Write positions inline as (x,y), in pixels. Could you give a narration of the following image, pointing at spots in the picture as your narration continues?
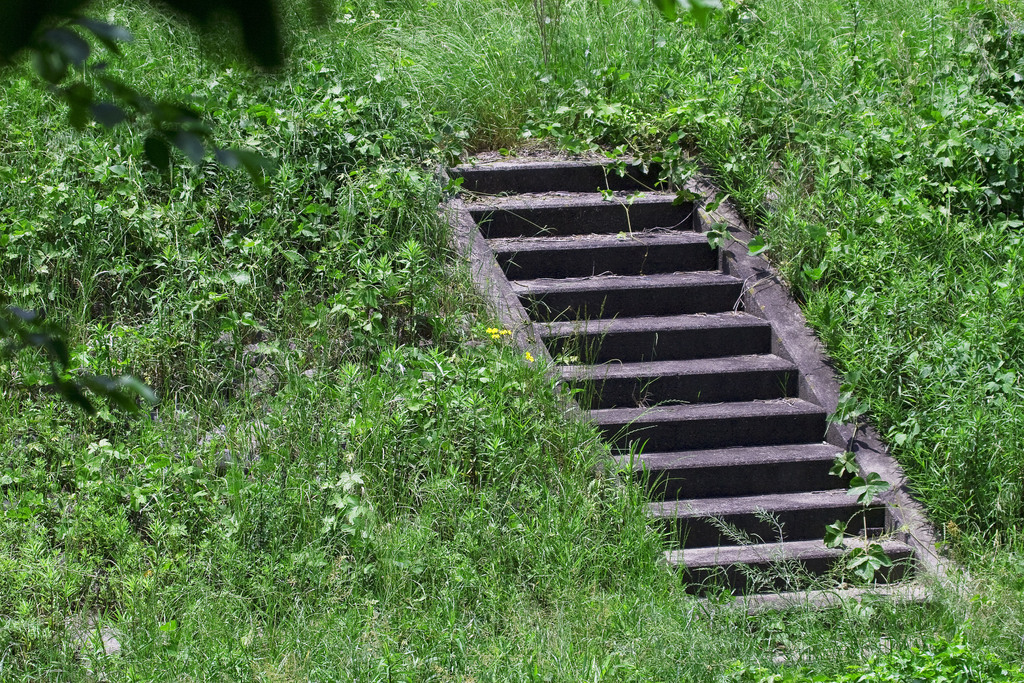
In this image there are cement steps (684,276) in the middle of the ground (995,252) and there are small plants (346,92) and grass (716,94) around the steps (668,463).
